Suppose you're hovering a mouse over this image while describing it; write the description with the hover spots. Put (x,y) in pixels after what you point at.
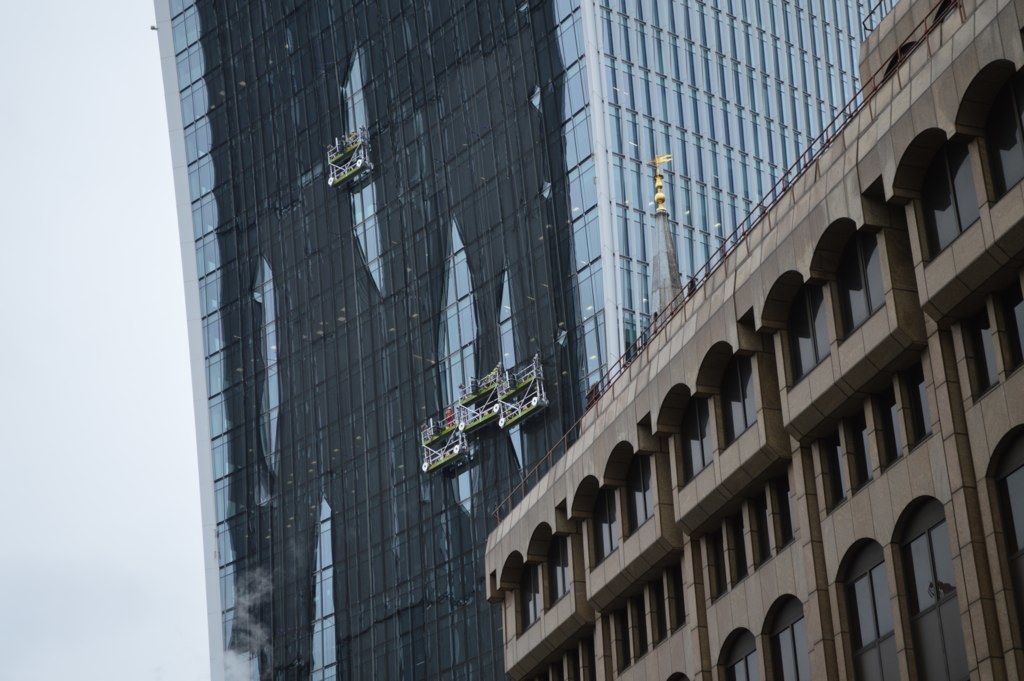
In this image, we can see buildings (826,316), glass objects (640,306), walls (676,404), railings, clothes (558,287) and few objects (352,145). Left side of the image (126,308), we can see the sky (93,403).
